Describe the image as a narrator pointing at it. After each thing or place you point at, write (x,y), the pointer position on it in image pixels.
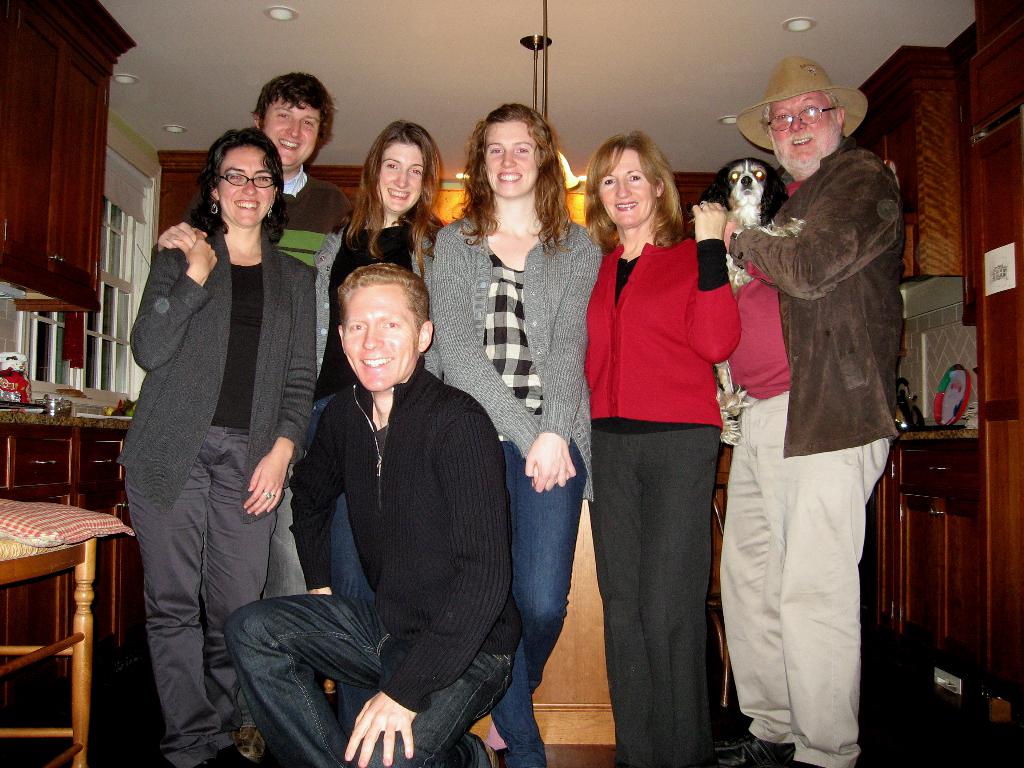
In the image I can see some people (768,376) wearing jackets (802,370) and around there are some cupboards (61,464), chair (47,556) and some other things (39,420) around.
